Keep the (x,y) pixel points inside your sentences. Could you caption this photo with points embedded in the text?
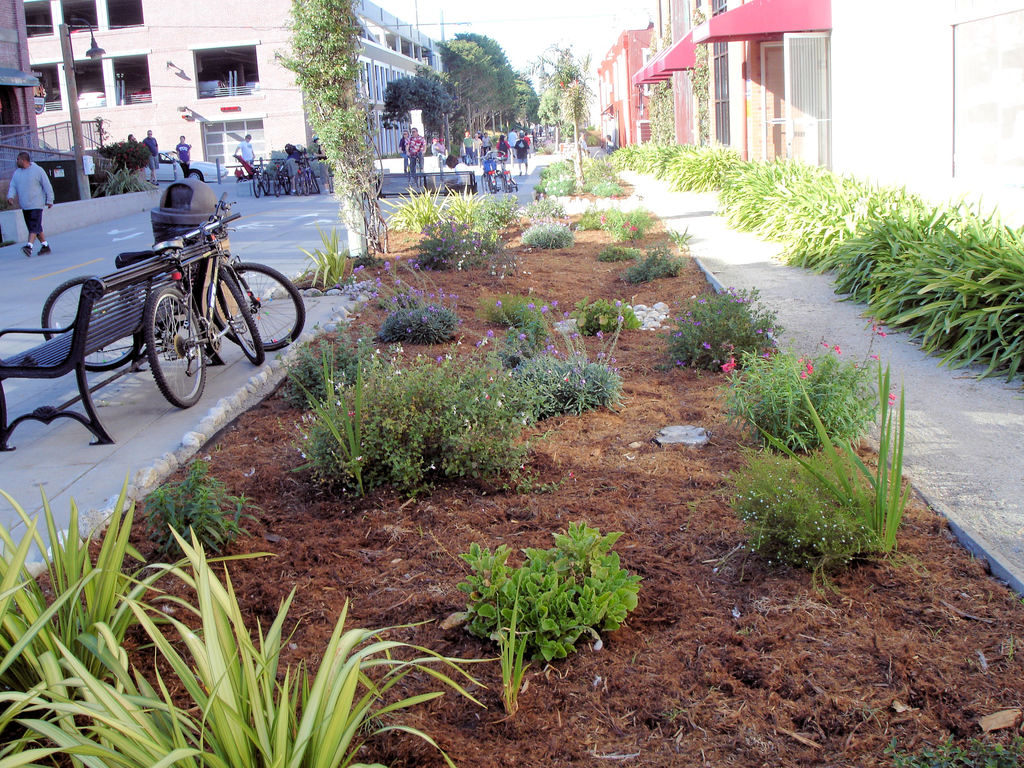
This person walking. We can see bench (72,342), Bicycle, plant (550,348), soil (662,560). At far few persons (422,167) are standing. We can see building (364,66), trees (490,96).
